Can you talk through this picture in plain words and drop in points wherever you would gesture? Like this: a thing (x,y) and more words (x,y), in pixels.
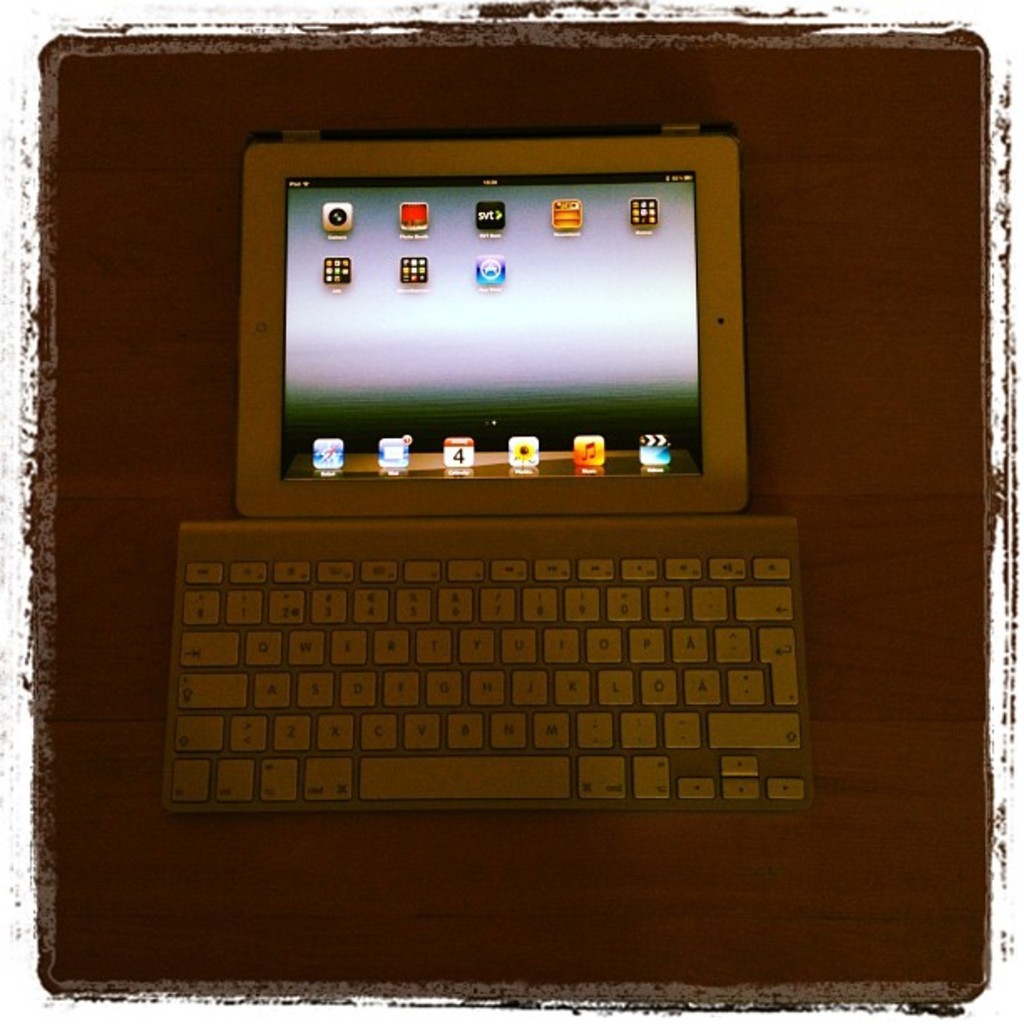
In this image, we can see a tablet (714,480) and a keyboard (593,577) on the wooden surface (691,852).
